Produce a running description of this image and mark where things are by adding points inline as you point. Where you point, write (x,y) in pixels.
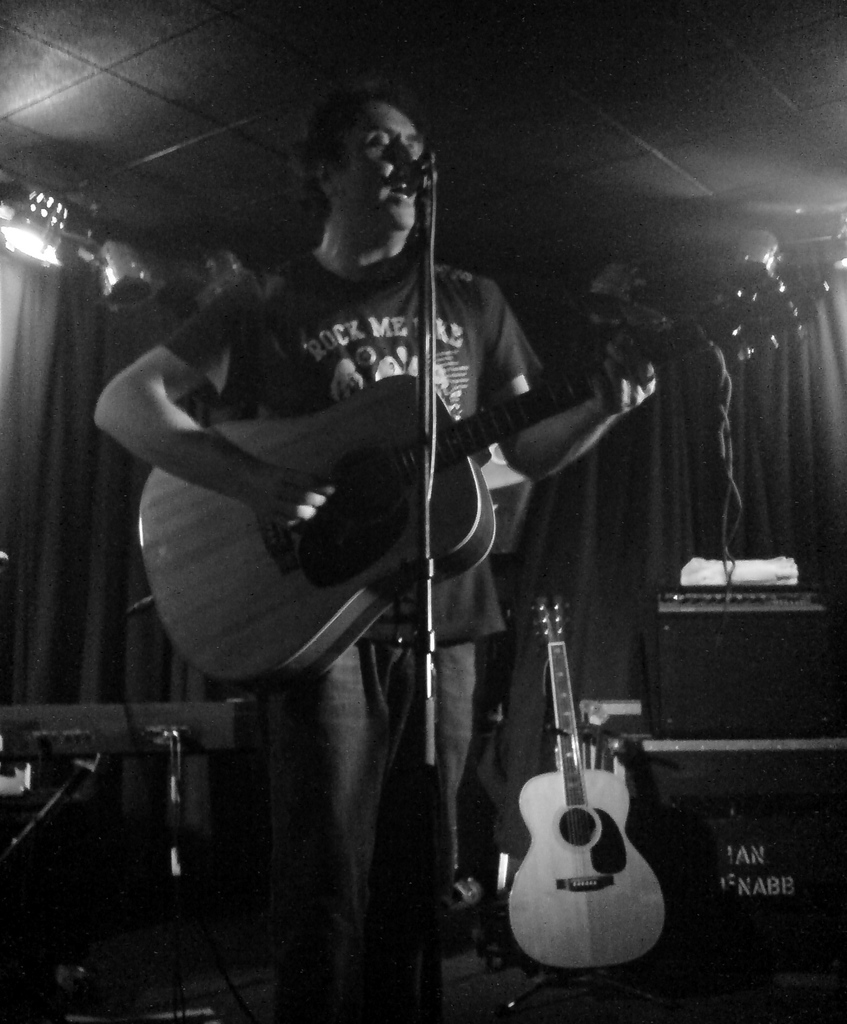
In this image, there is a person (327,331) standing in front of the mic (431,190) and playing a guitar (286,586). This person (347,692) is wearing clothes (334,865). There is a guitar (573,786) and some boxes (755,658) in the bottom right of the image (785,765). There is a light (40,242) in the top left of the image (39,242).
